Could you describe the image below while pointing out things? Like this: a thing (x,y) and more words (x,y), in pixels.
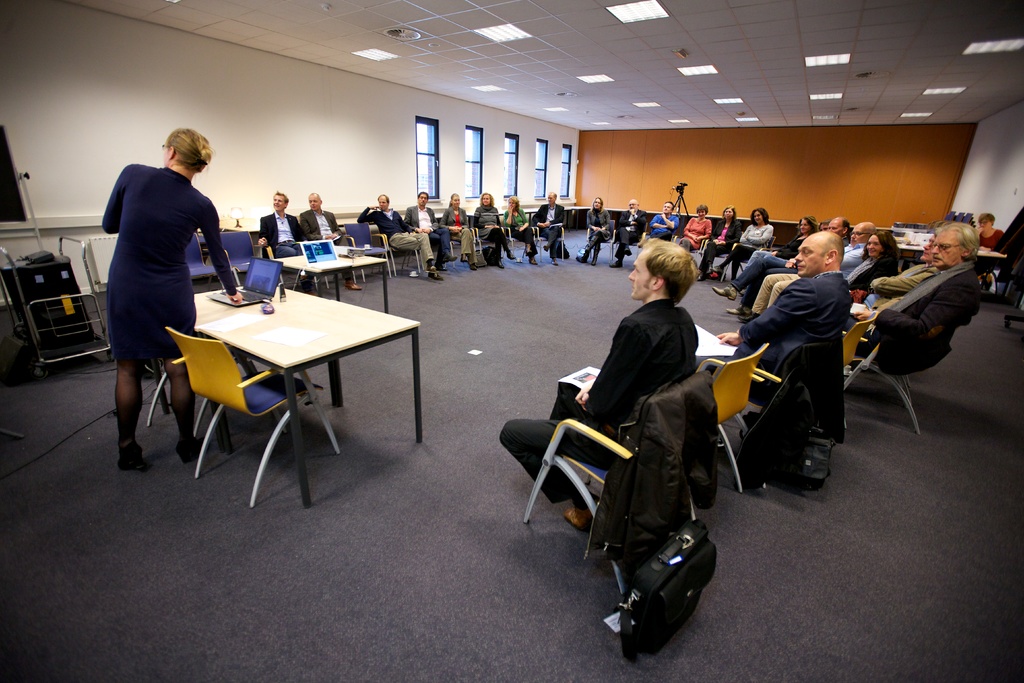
This picture is taken inside a room (793,503). There are many people (670,359) sitting on chairs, holding paper (593,370) in their hand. There is a woman (141,375) at the left corner of the image (148,304) standing at the table (205,320). On the table (230,315) there are laptops (263,287). On some of the chairs (615,451) jackets (661,439) are spread and beside them bags (676,563) are placed. There are many lights (651,17) to the ceiling (438,38). In the background (521,123) there is wall (577,174), glass windows (563,173) and camera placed on tripod stand (680,189).
